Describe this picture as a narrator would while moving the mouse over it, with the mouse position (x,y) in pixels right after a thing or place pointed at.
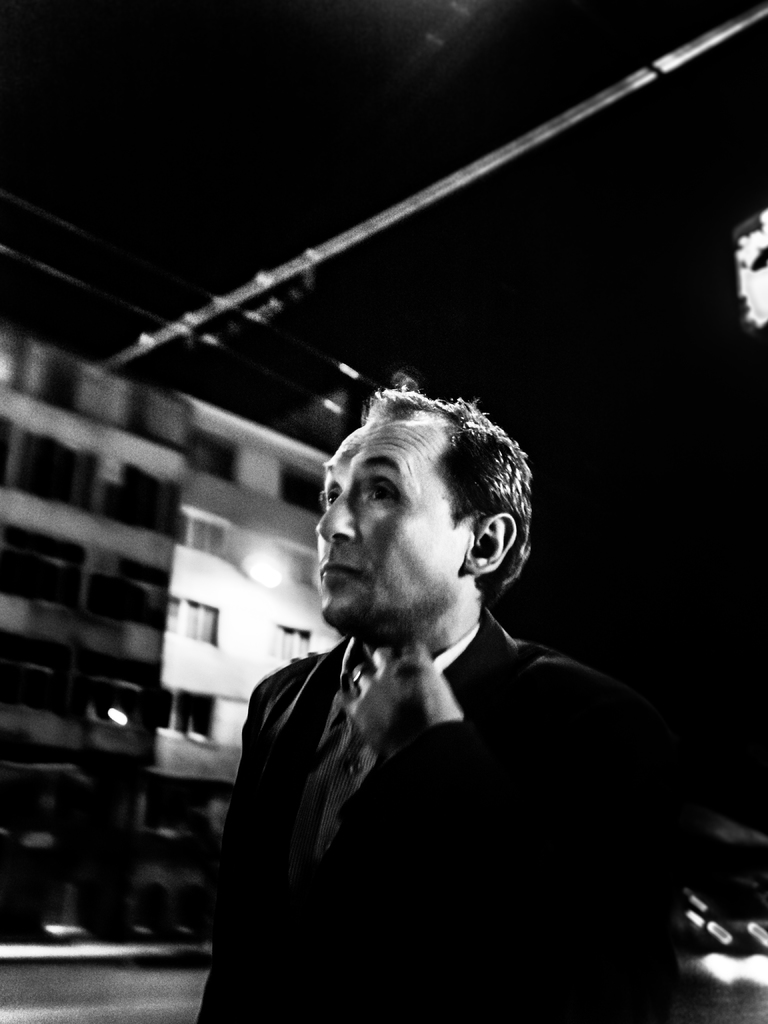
In this image we can see a person (443,753) wearing black color suit (374,864) and in the background of the image (301,603) there are some buildings (304,560).
